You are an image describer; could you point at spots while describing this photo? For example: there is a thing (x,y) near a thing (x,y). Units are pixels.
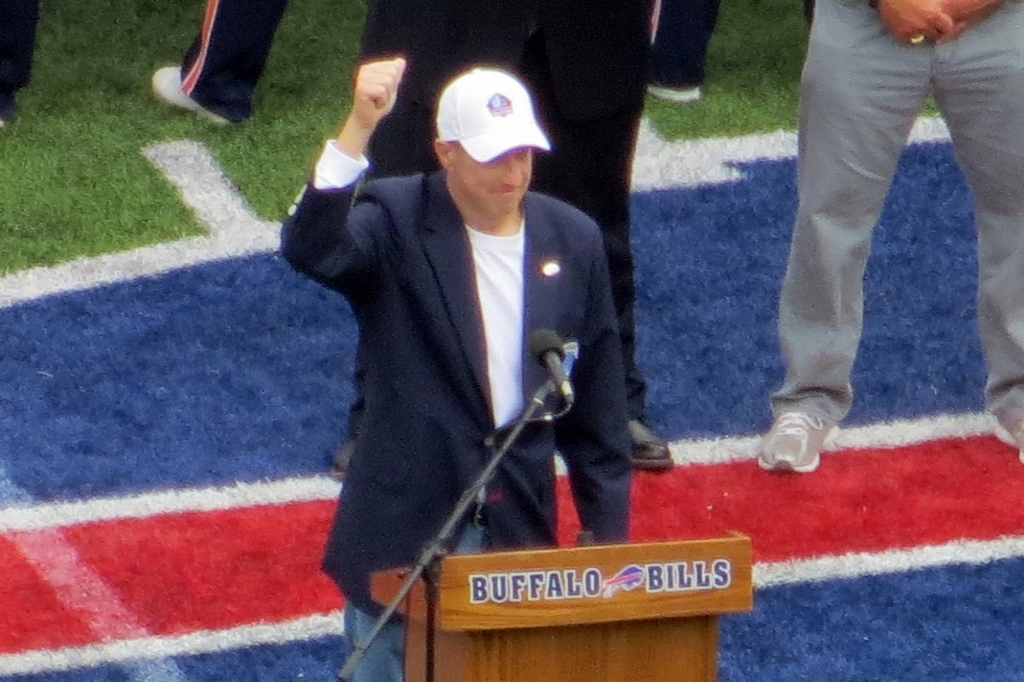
In this image we can see a group of people (808,465) standing on the ground (805,573). One person (486,460) is wearing a coat (480,443) and cap (477,158). In the foreground (640,581) we can see a podium (439,638) and a microphone (560,369) placed on a stand (432,562).
